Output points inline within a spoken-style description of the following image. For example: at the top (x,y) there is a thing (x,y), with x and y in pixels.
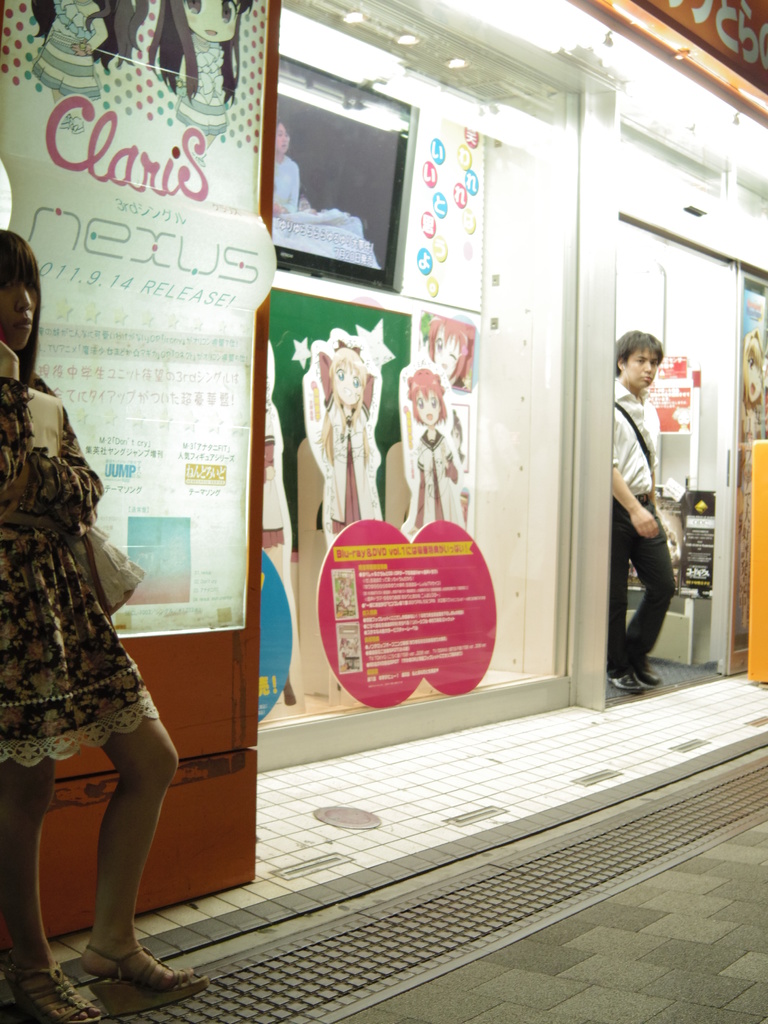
In this image we can see people (30,902). In the background (585,376) there is a store (367,490) and we can see boards (333,493) placed on the glass (530,572). At the bottom (512,999) there is a road (480,959). On the right (721,603) there is a door (644,288).
